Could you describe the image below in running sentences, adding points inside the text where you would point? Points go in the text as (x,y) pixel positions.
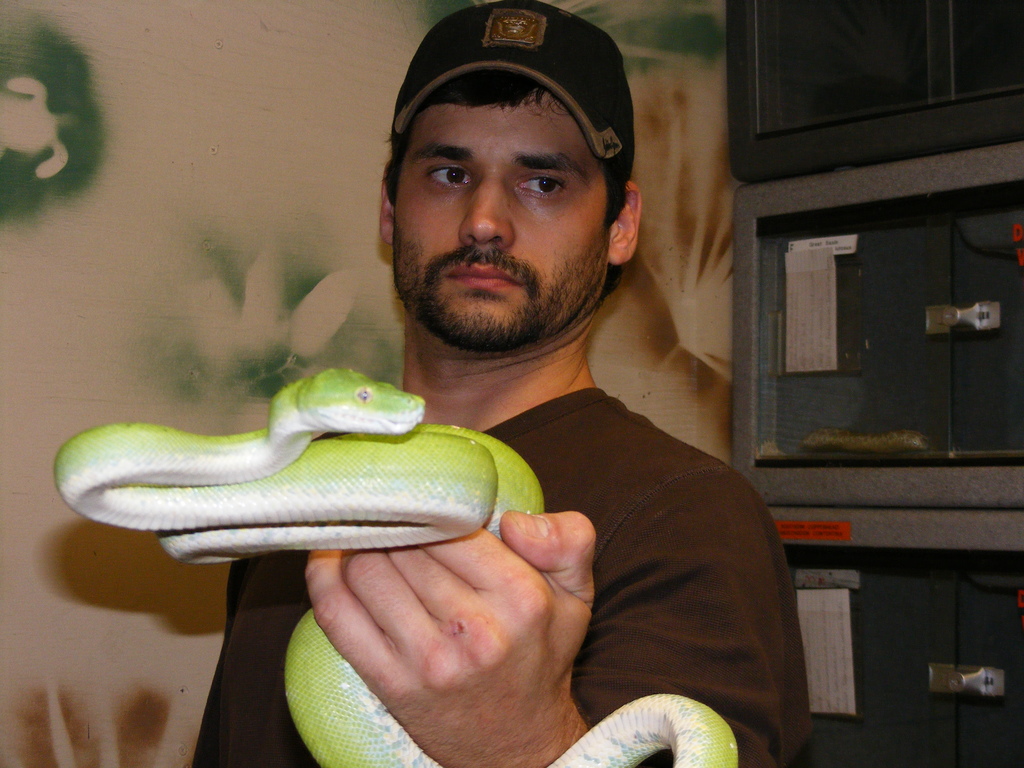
In the center of the image (561,455) there is a man (511,571) holding a snake (410,490) in his hand (450,659) he is wearing a cap (425,90). In the background (718,181) there are lockers (783,197) and a wall (219,171).
